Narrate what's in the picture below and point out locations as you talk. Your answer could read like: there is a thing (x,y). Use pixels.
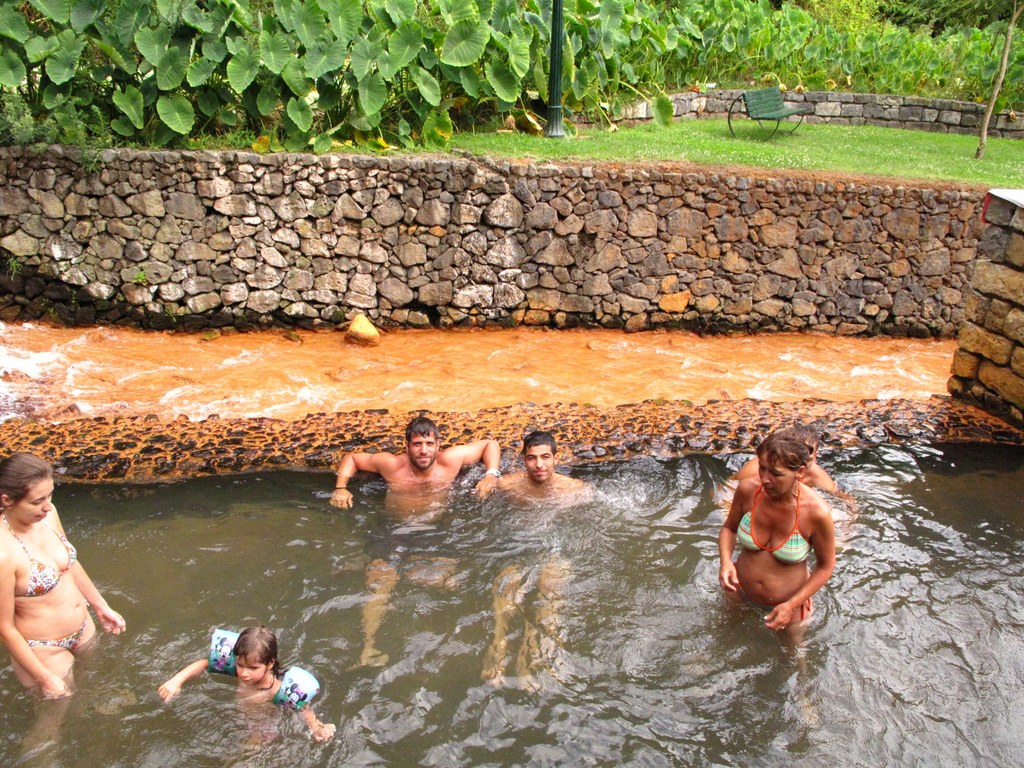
In this image I can see the water (381,647), few persons (336,492) are standing in the water (518,540), the wall (645,284) which is made up of rocks (502,235), some grass (706,144) on the ground (821,136) and a bench (785,113) which is green in color. I can see a pole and few trees (464,43) which are green in color.
